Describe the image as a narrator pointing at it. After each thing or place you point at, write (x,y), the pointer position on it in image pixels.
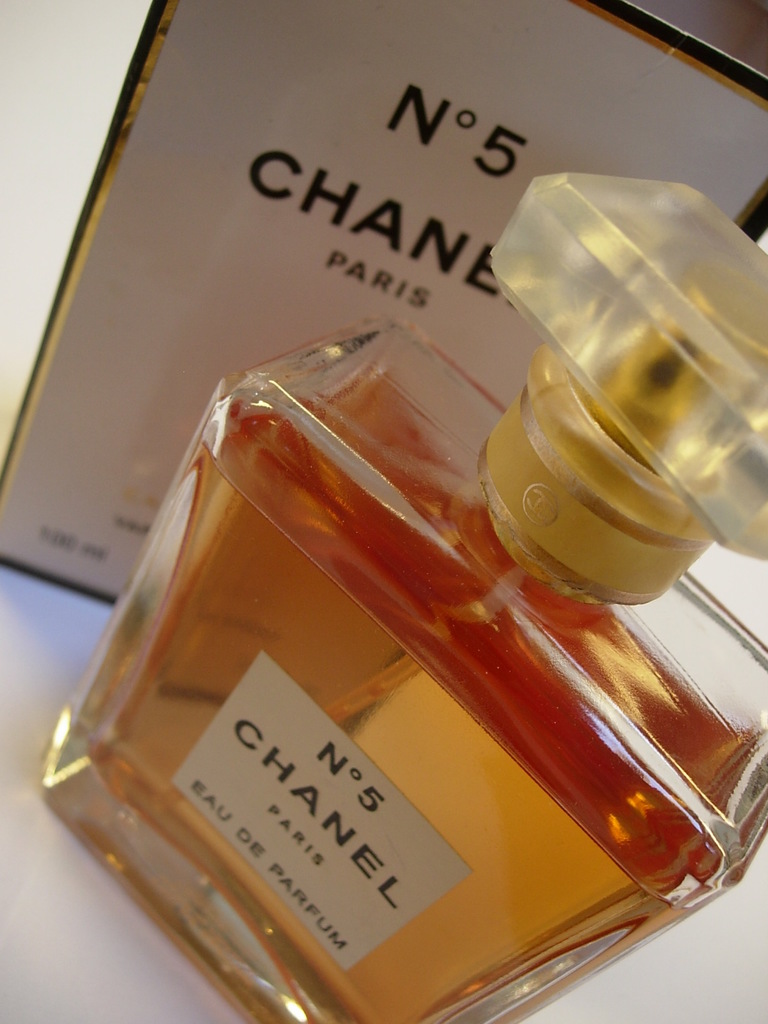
In the image there is a perfume bottle (406,664) with liquid (393,621) in it. On the bottle (212,858) there is a label (205,736). Behind the bottle (212,858) there is a frame (150,41) with something written on it.
